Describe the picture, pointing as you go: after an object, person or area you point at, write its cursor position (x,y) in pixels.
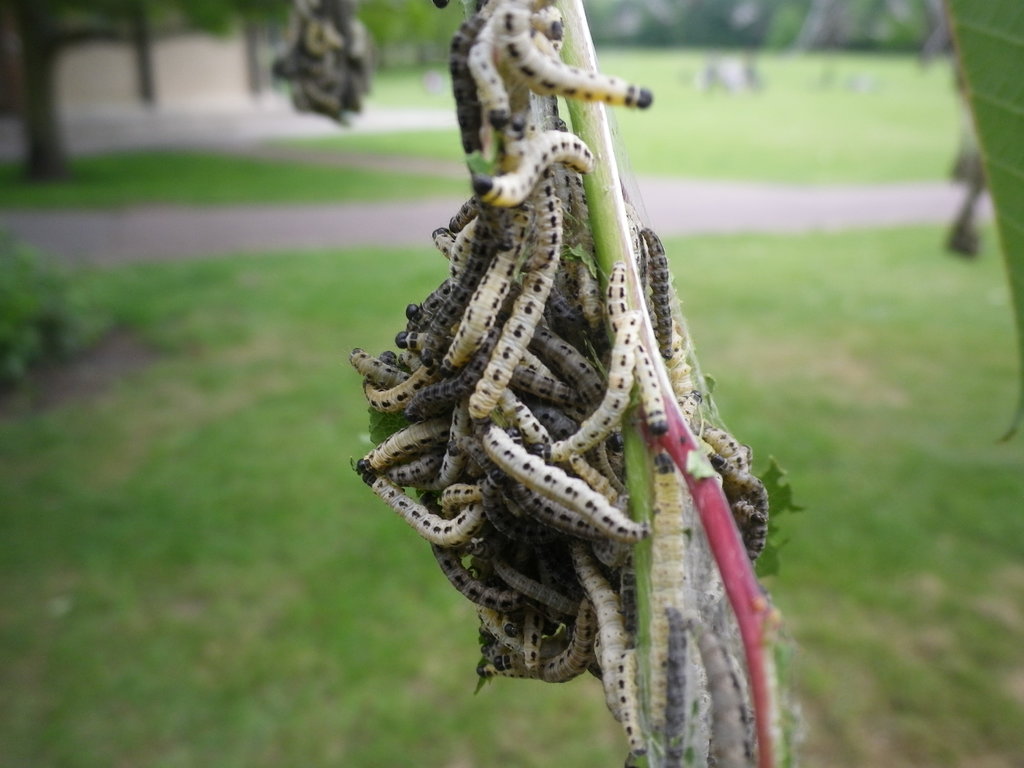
In this picture I can see so many worms (622,392) to a stem (728,566), and in the background (324,336) there is grass (330,263) and there are trees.
